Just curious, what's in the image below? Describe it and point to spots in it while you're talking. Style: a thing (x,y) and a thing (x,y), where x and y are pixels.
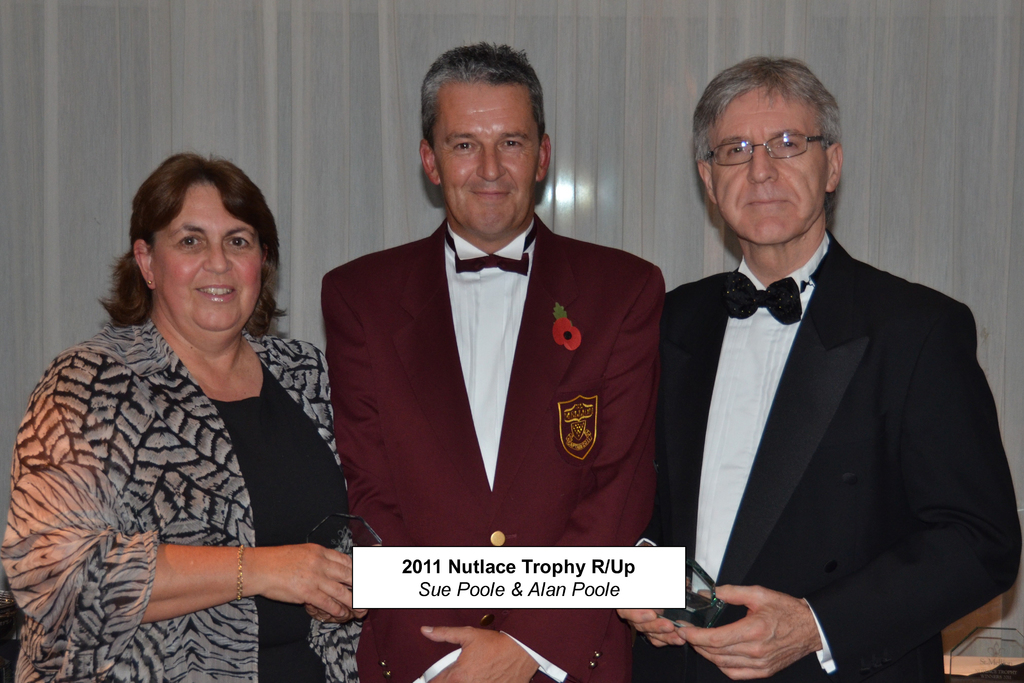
In this image I can see three persons (481,328) standing, in front (957,517) the person (893,498) is wearing black blazer (777,415), white shirt (742,404), in the middle (579,385) the person (579,385) is wearing maroon blazer (512,386), white shirt (478,353) and at left (273,389) the person (311,377) is wearing black dress (231,421). Background (376,23) I can see a curtain (298,93) in white color.
